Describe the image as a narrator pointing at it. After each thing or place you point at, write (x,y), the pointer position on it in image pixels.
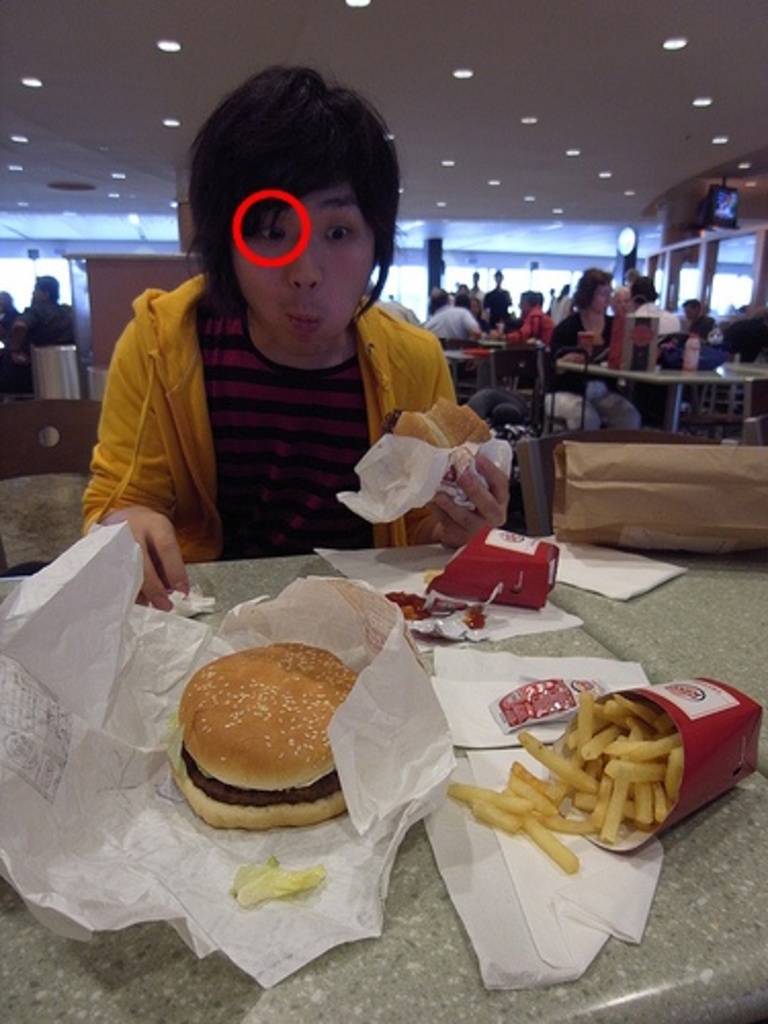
In this image there is a person (246,406) sat on the chair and he is holding a burger (430,480) in his hand (493,483), in front of him there is a table (328,573). On the table (427,820) there is a burger (202,812), french fries (573,751), ketchup (409,596), tissues (572,567) and some other objects (550,564). In the background (51,309) there are few people (502,317) sat on their chairs (456,344) in front of the table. At the top (365,25) there is a ceiling (350,78) with lights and there is a red mark (281,220) to the person's eye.
